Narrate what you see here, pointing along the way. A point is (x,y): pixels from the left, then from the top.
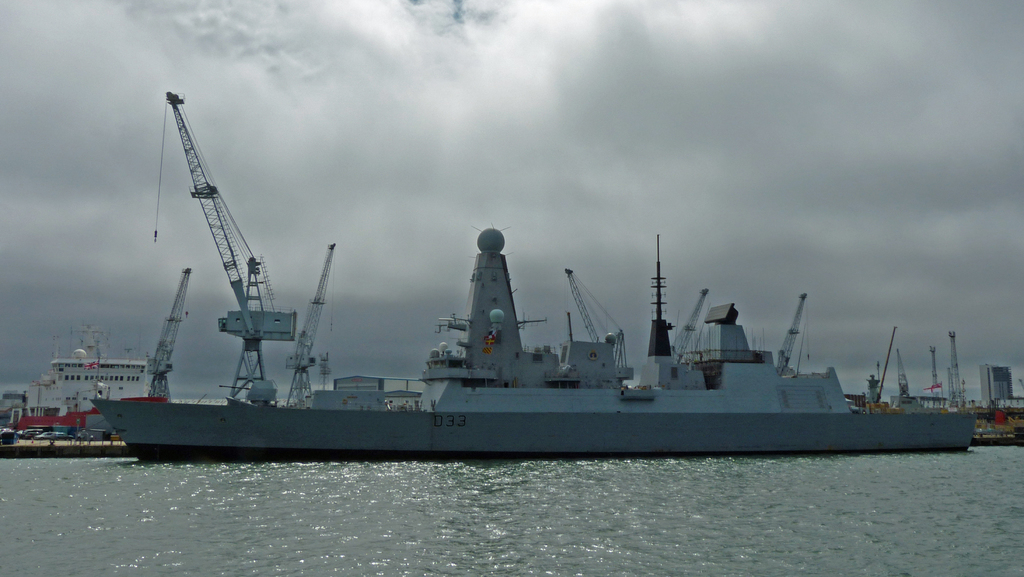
In this picture we can see ships (493,406) on water (339,483) and we can see sky (136,346) in the background (136,330).
